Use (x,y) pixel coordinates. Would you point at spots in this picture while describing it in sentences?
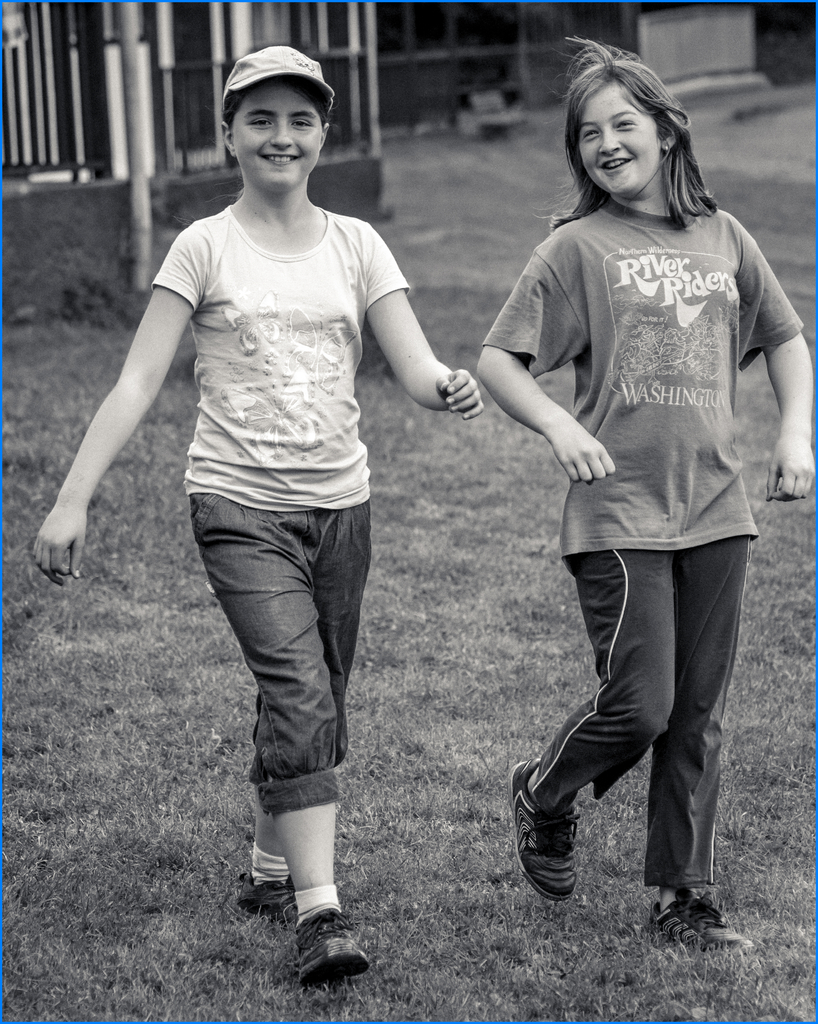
There are two children (692,228) in different colors t-shirts (547,291), smiling and walking on the ground (370,874) on which, there is grass (99,664). In the background (166,42), there is a fence (213,72) and there is a pole (142,39).
